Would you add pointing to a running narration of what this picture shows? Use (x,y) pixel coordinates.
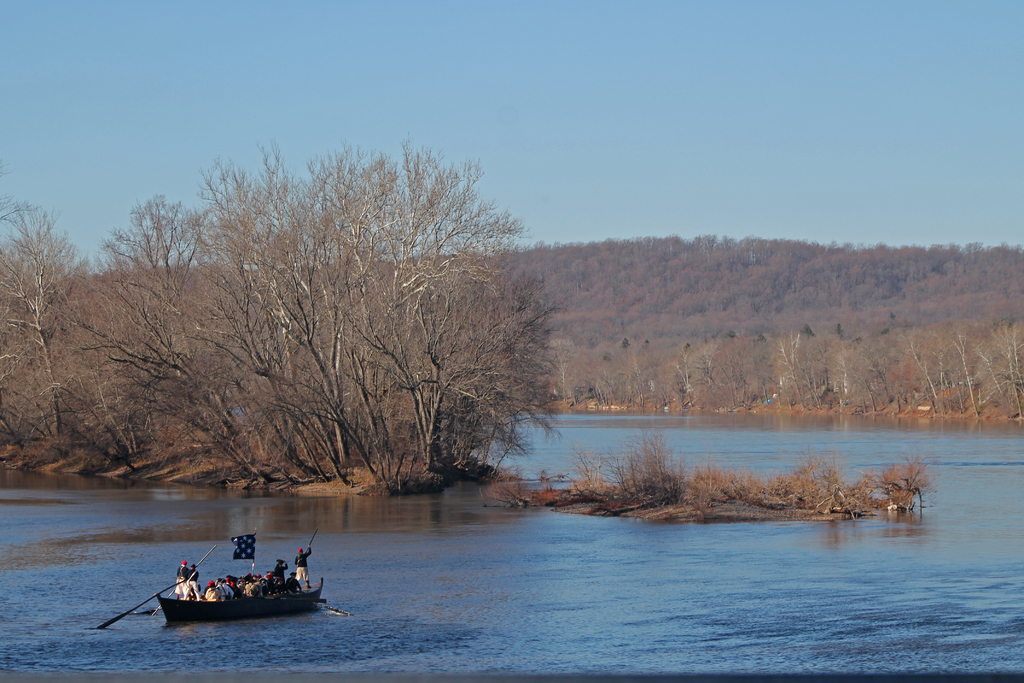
In this image I can see a lake (327,502) and a small boat (223,602) and some people (296,578) sailing boat (171,607) with a flag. I can see dried trees (300,348) and mountain (659,274) in the center of the image (659,274). At the top of the image (435,102) I can see the sky (749,59).
